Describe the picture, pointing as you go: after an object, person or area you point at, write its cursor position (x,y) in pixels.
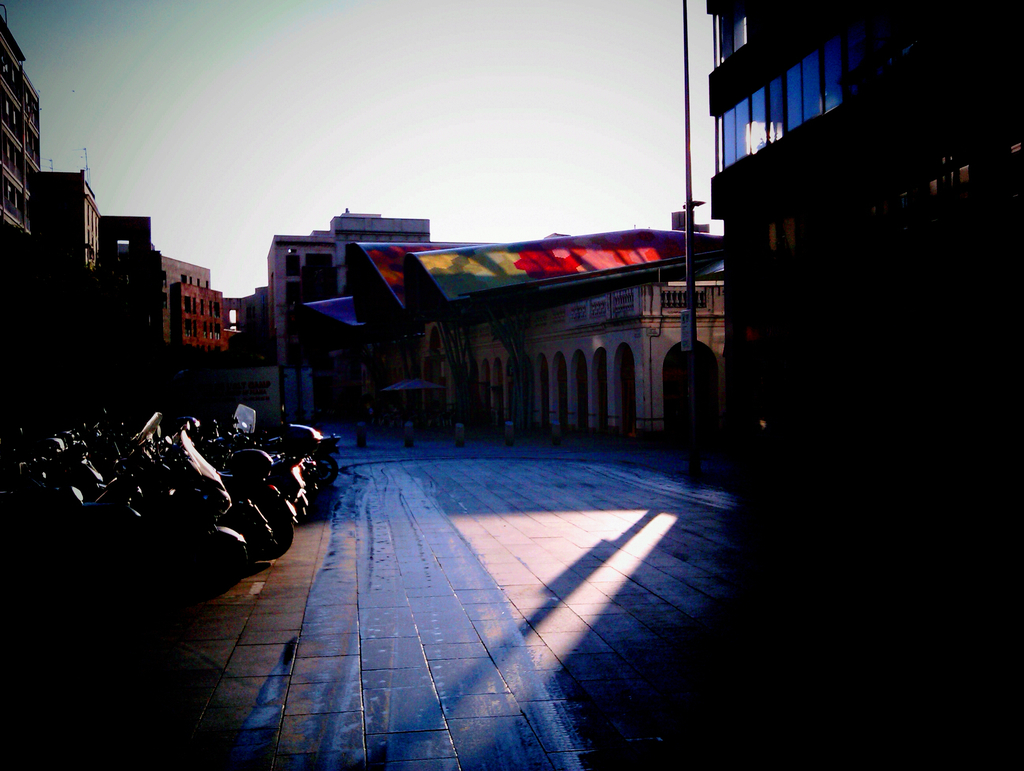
This is an outside view. At the bottom of the image (536,575) there is a road (530,577). On the left side (127,499) there are few bikes (188,463). In the background (475,306) there are some buildings (364,306). At the top of the image (433,75) I can see the sky (262,79).
